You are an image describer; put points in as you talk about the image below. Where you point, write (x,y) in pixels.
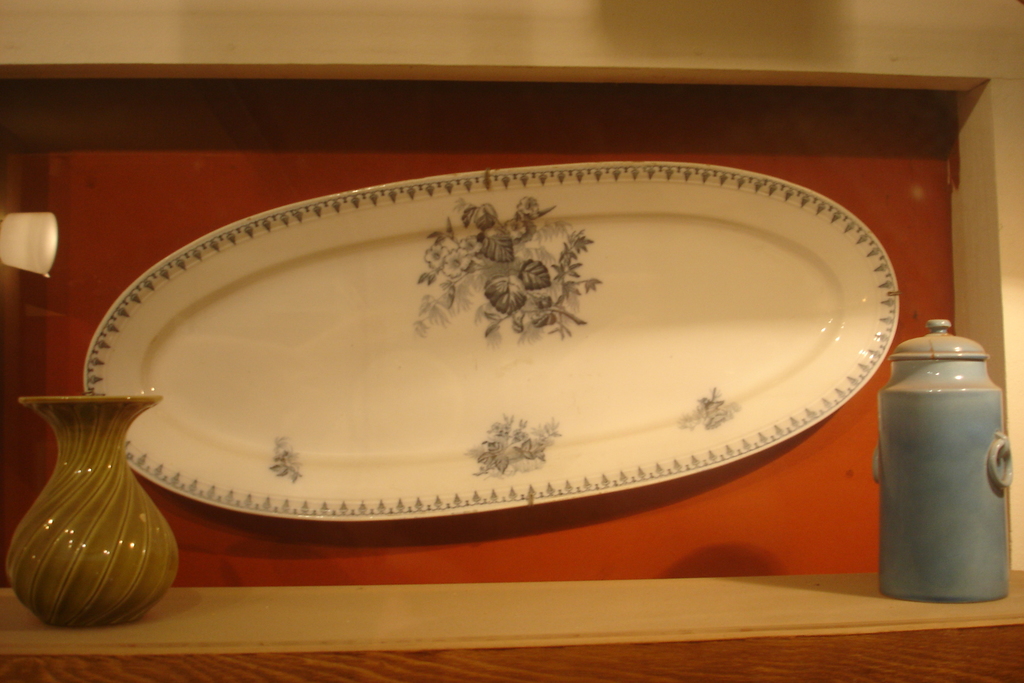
In this picture we can see a vase (75,500) and jar (898,497) on the wooden platform (169,621) and plate (463,198) on the red surface (64,251). On the left side of the image (41,262) we can see a white object (19,262).
